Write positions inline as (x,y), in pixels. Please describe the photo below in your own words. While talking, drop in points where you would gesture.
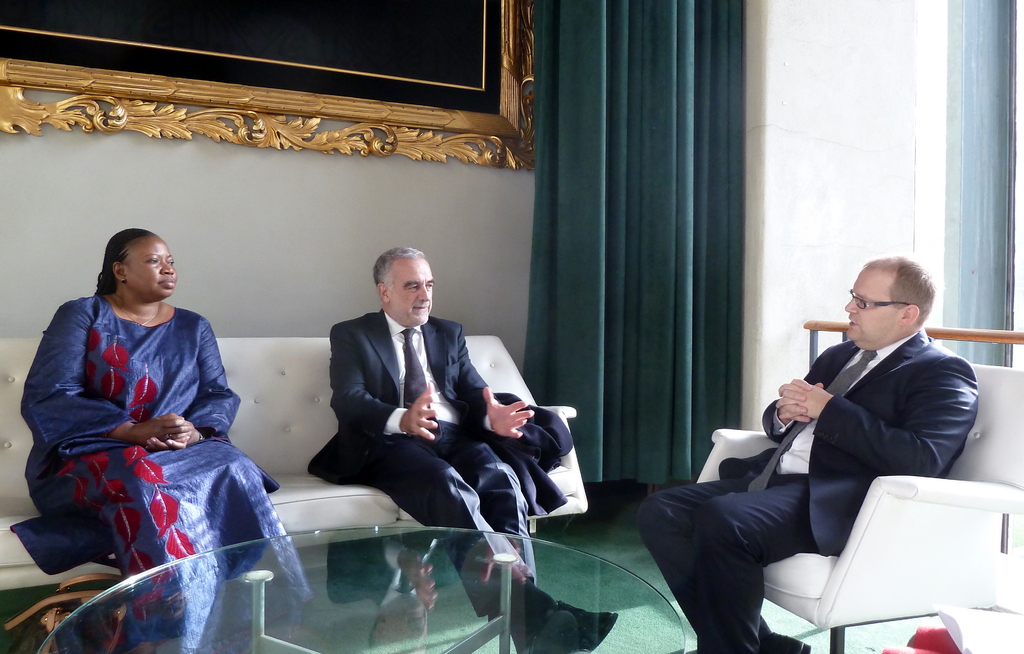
In this image there are people (405,347) sitting and talking and there is a table (311,565) in the middle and at the back (616,248) there is a curtain (713,224) and there is a photo frame (283,112) on the wall (281,175) and at the bottom (52,620) there is a bag (54,620).
